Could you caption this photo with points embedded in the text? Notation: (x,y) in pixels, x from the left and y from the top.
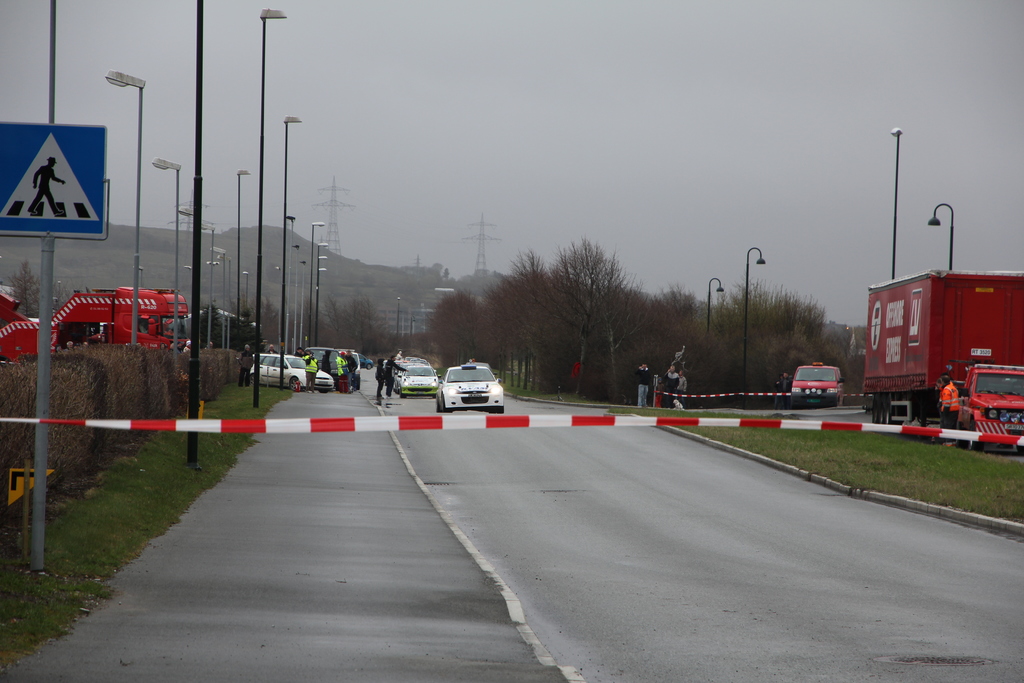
In this image, we can see caution tapes (164,426), vehicles (992,347), plants (51,489), trees (760,322), poles (40,388), few people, sign boards (16,485), grass (908,469) and roads (576,487). Background (327,268) we can see hills (224,247), transmission towers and sky (595,140).
